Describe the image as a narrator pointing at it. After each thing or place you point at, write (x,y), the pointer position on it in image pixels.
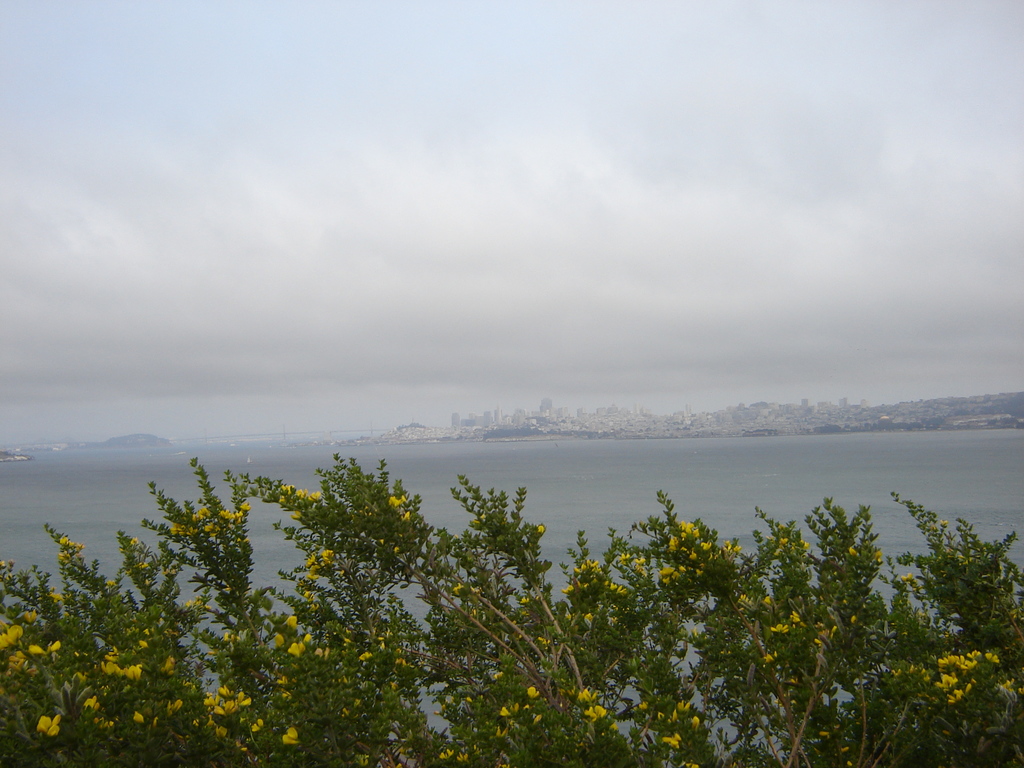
In this image we can see a few trees (229,650) with flowers (282,643) on it, there are some buildings (578,416), water (228,444) and mountains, in the background (337,193) we can see the sky (795,147) with clouds (823,235).
